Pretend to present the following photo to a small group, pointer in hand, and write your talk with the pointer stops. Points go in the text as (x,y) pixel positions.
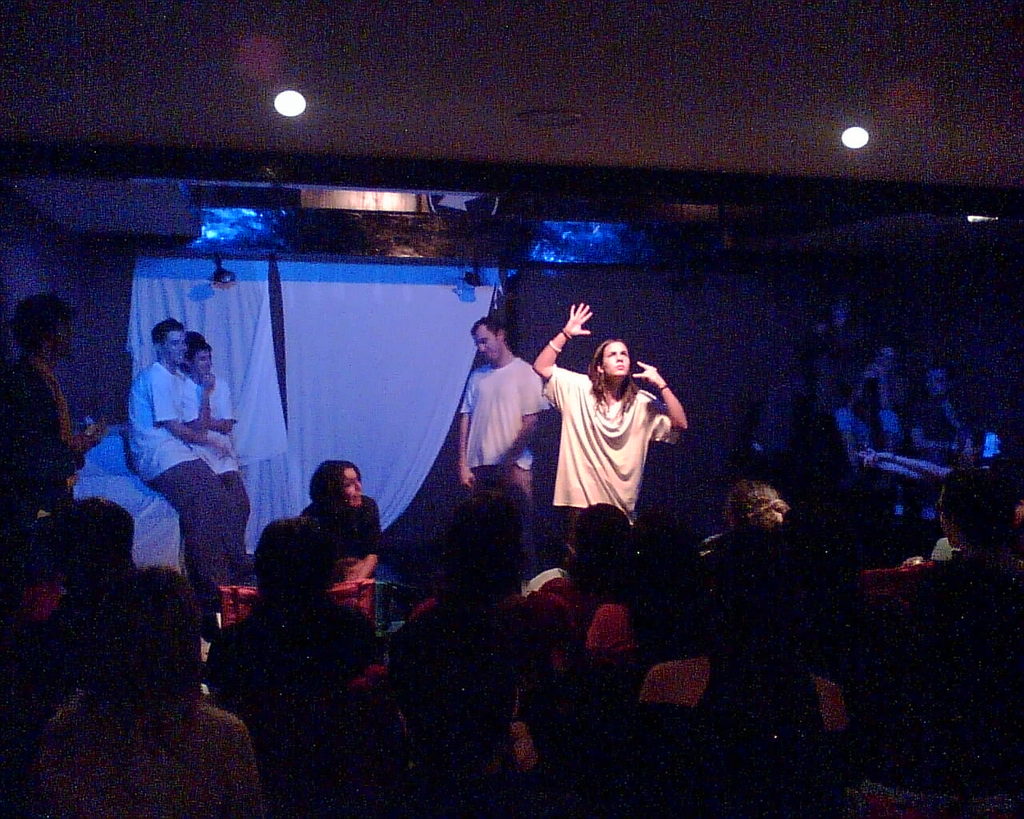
At the bottom of the image (498,629) there are people (879,661). In the center of the image (574,434) there is a person (587,379) wearing white color dress (562,415). In the background of the image (271,329) there is a white color curtain (168,268) and people (220,441). At the top of the image (710,57) there is ceiling (541,99) with lights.
